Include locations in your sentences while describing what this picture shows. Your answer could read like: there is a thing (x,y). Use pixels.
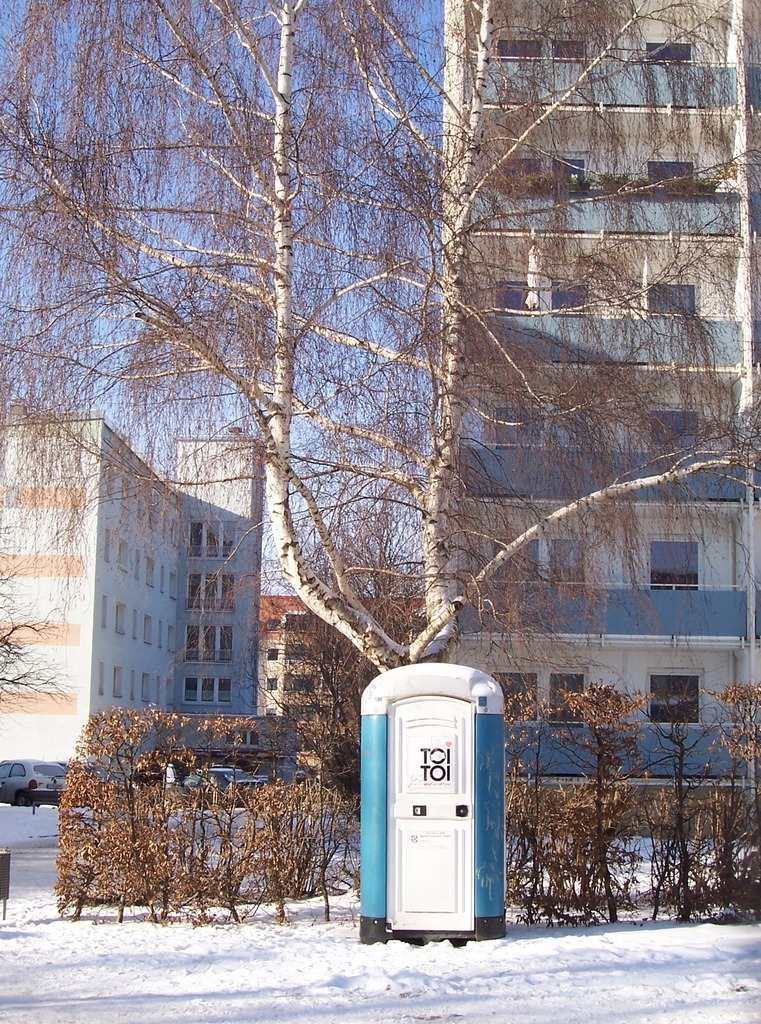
There is an object (464,794) on the snow (402,958) and there are few dried trees (354,688), plants (217,813) and buildings (556,317) in the background (368,533).
